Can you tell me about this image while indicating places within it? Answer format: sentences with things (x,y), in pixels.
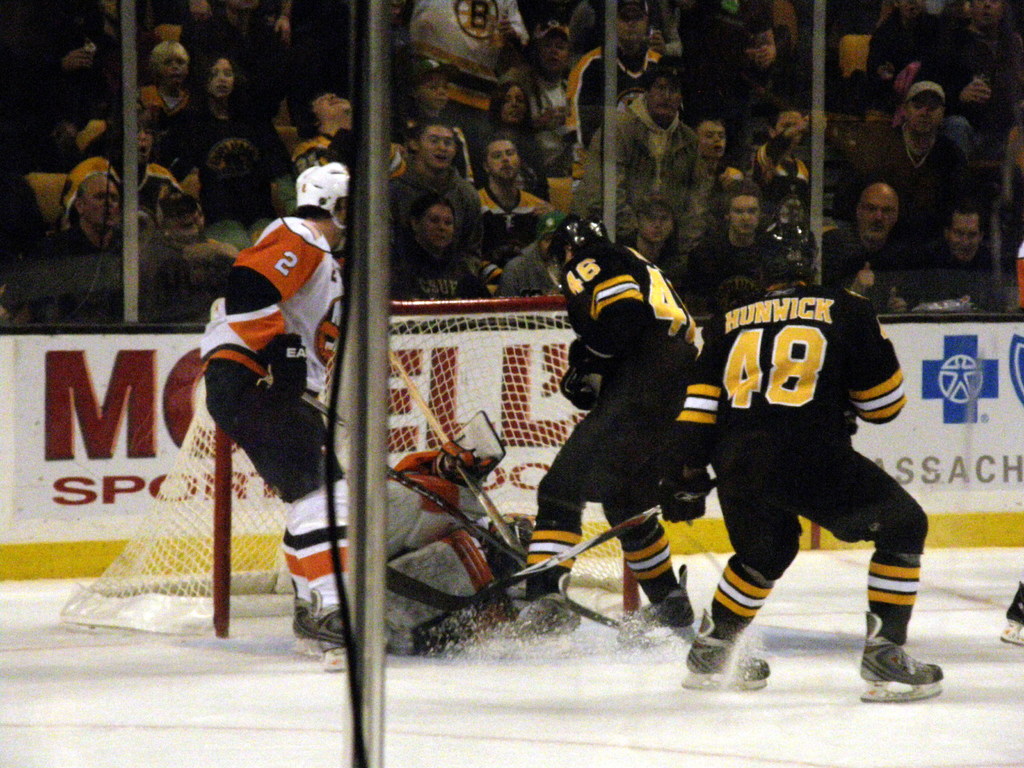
In this image I can see group of people (856,410) standing. The person (834,481) in front (728,382) wearing black color jersey (742,392). Background (65,508) I can see a board (58,521) in white color and something written on it, I can also see few people (206,104) sitting.
